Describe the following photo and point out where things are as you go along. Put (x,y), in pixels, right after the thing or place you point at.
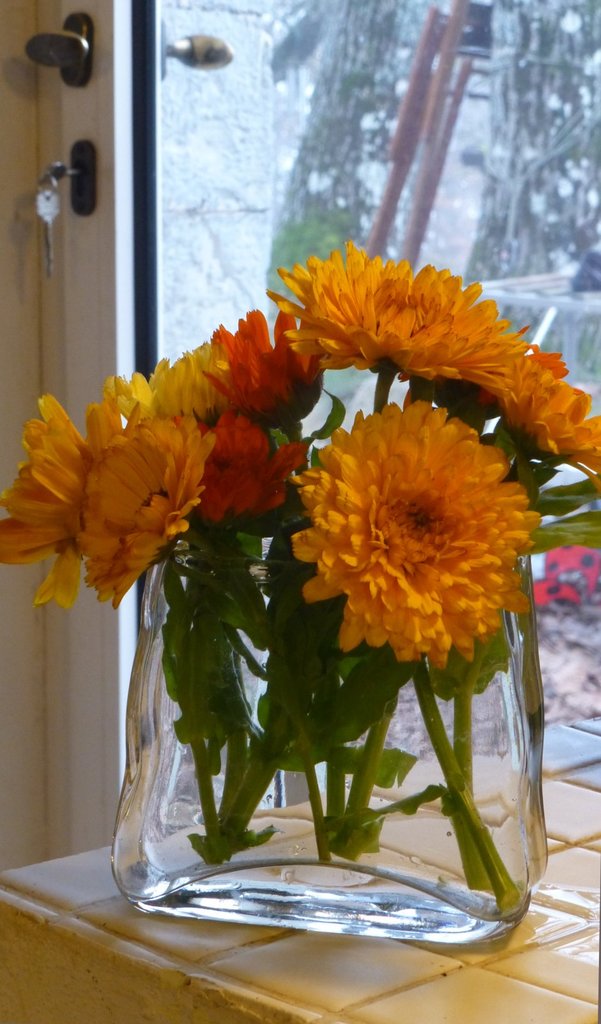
In this image I can see few flowers (345,474). They are in red, yellow and orange color. Flower (450,564) are in the glass vase (385,923). Vase (384,926) is on the cream color ledge (421,996) and I can see a glass door (284,153) and keys (55,169).
